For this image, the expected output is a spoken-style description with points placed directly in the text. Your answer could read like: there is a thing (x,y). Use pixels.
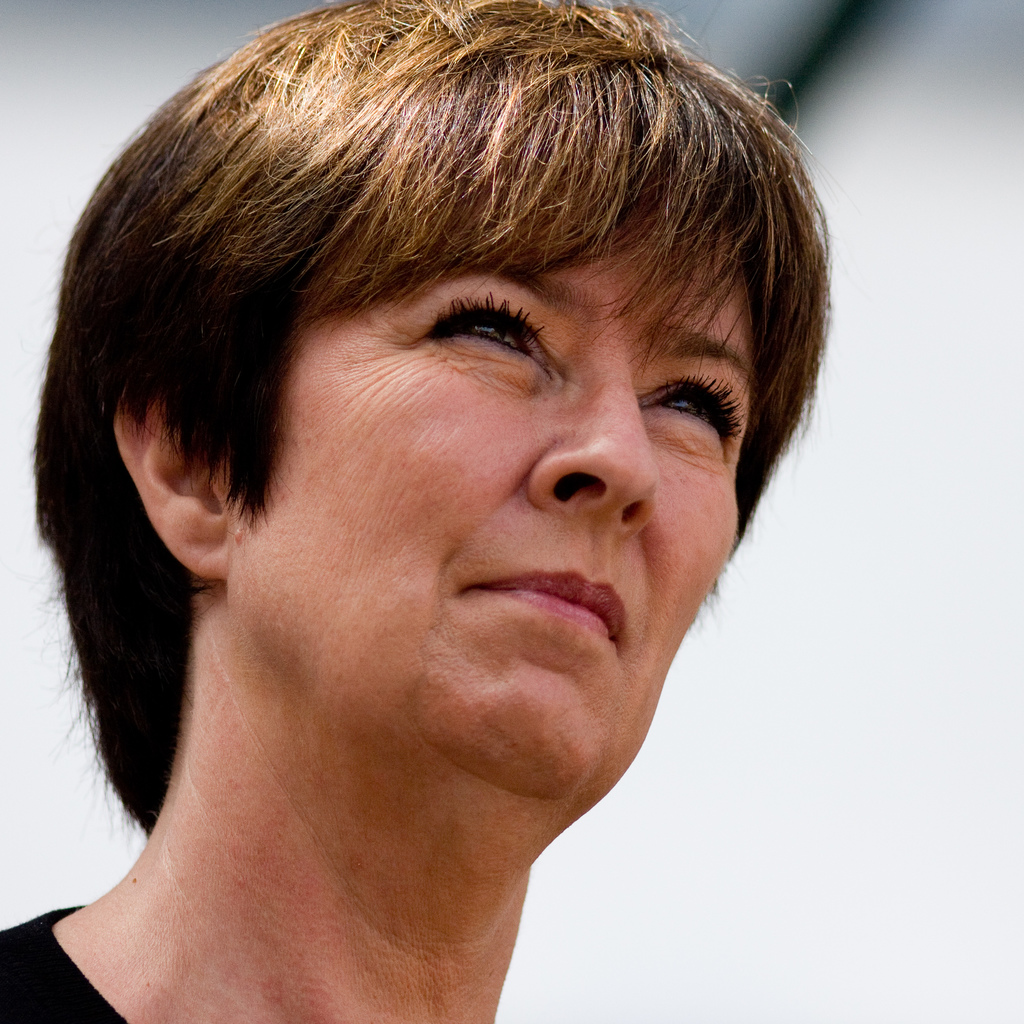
In this image we can see a person (452,661). There is a white background (808,745) in the image. There is an object (817,46) at the top of the image (819,39).
